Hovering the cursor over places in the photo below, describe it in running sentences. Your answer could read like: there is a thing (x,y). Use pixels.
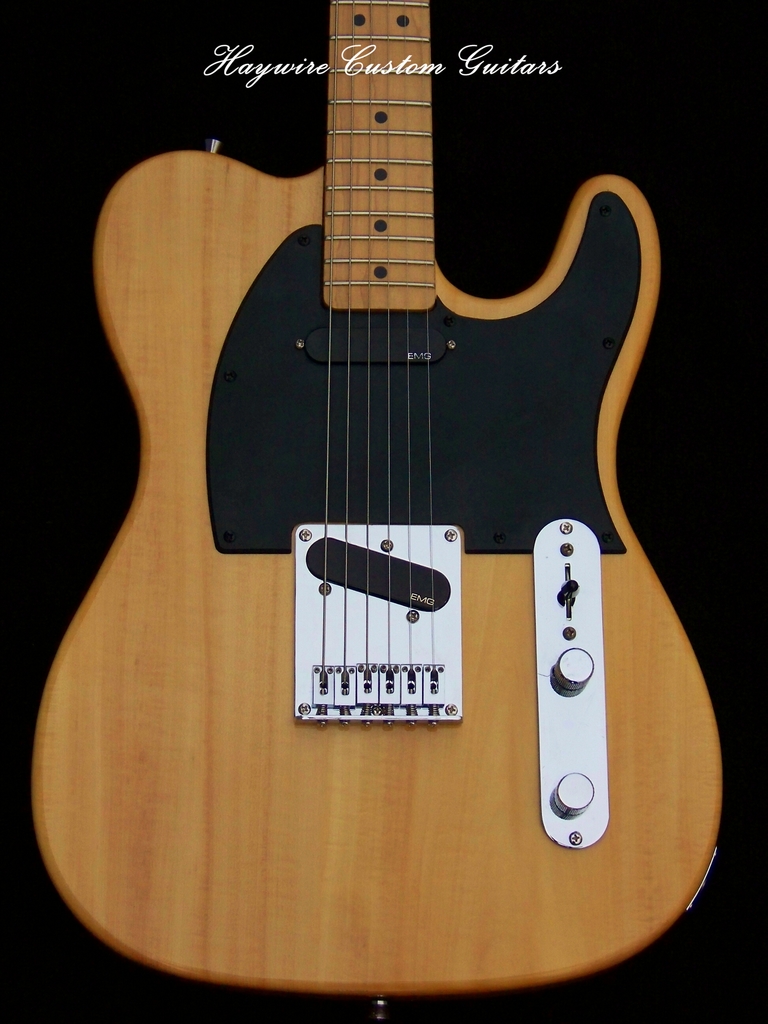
This is the picture of a guitar (357,405).
